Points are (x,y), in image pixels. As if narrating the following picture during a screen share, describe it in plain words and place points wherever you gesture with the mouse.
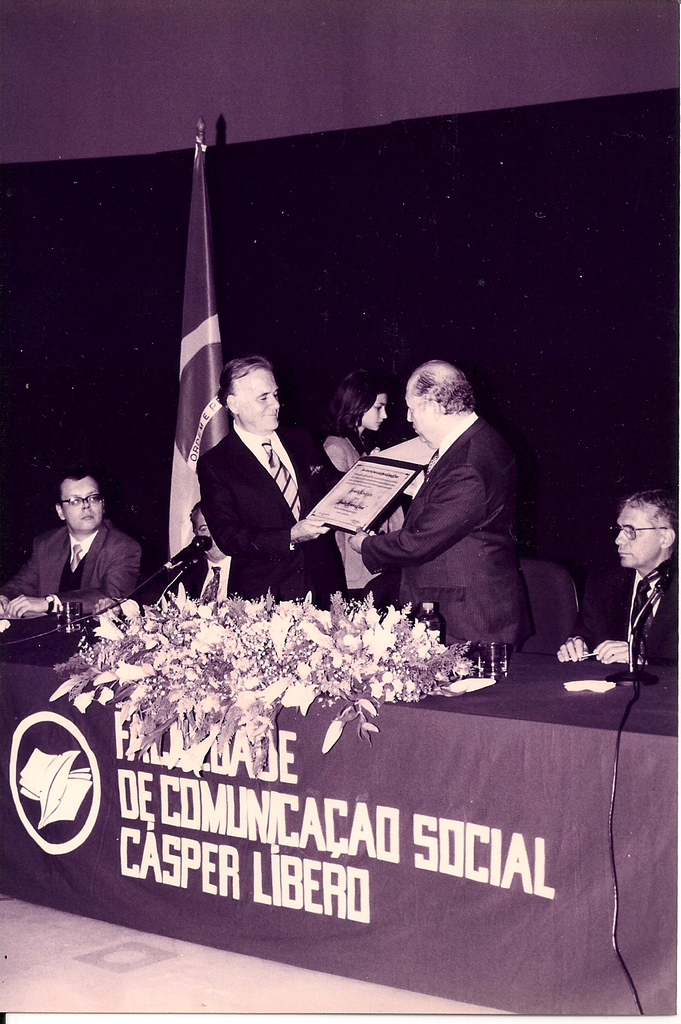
In this picture I can see a table (611,713) in front (657,795), on which I can see few leaves (158,698) and flowers (264,598) and I can see 2 glasses (488,677), a mic (645,683), wire (639,693) and other things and I see something is written on the table cloth (12,837). In the background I can see 3 men (35,554) sitting and 2 men (446,440) are holding a frame (359,505) in their hands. Behind them I can see a woman (356,557) and a flag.
